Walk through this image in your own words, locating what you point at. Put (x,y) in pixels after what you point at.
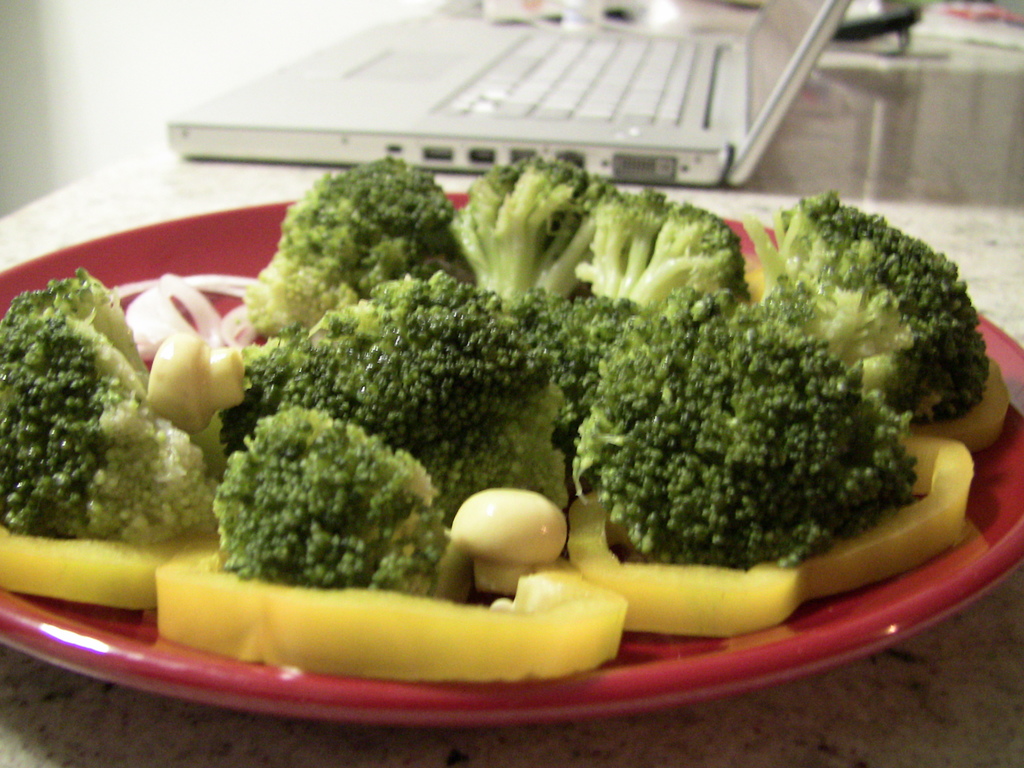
In this picture we can see a plate (813,640) with broccoli pieces (500,229) on it, laptop (420,26) and some objects (894,26) and these are placed on a platform (304,759).
